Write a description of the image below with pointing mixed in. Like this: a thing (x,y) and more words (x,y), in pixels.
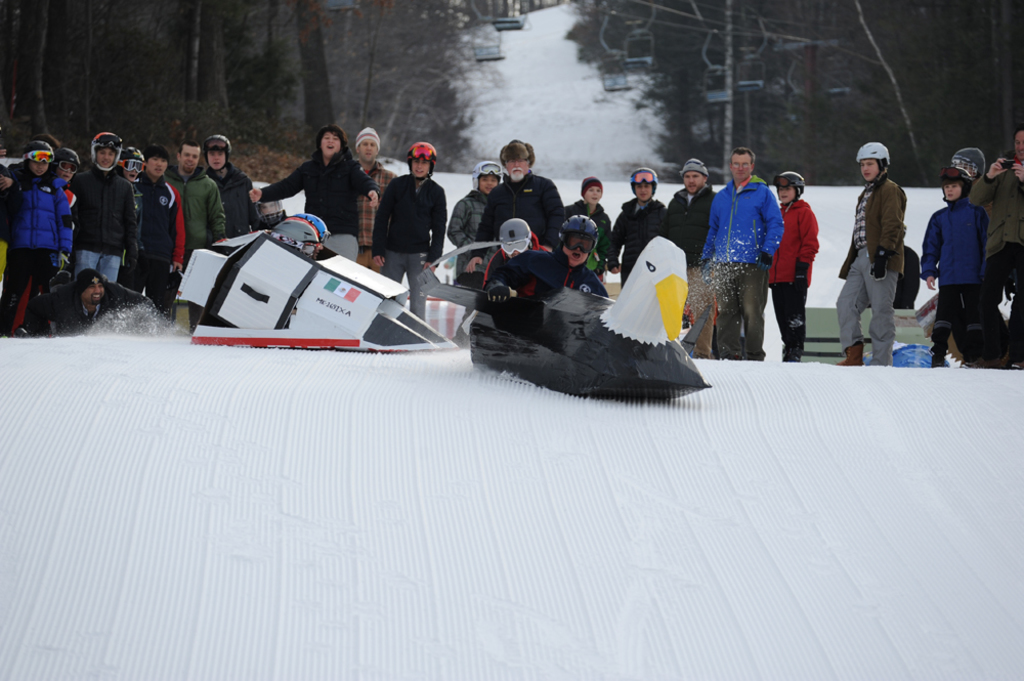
In the foreground of this image (546,365), there are people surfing on the snow (532,403) on the boards (611,333) which are in bird and rocket like structures (577,359). Behind them, there are people (749,181) standing. At the top (730,92), there are cable cars (639,61) and trees (325,69).
